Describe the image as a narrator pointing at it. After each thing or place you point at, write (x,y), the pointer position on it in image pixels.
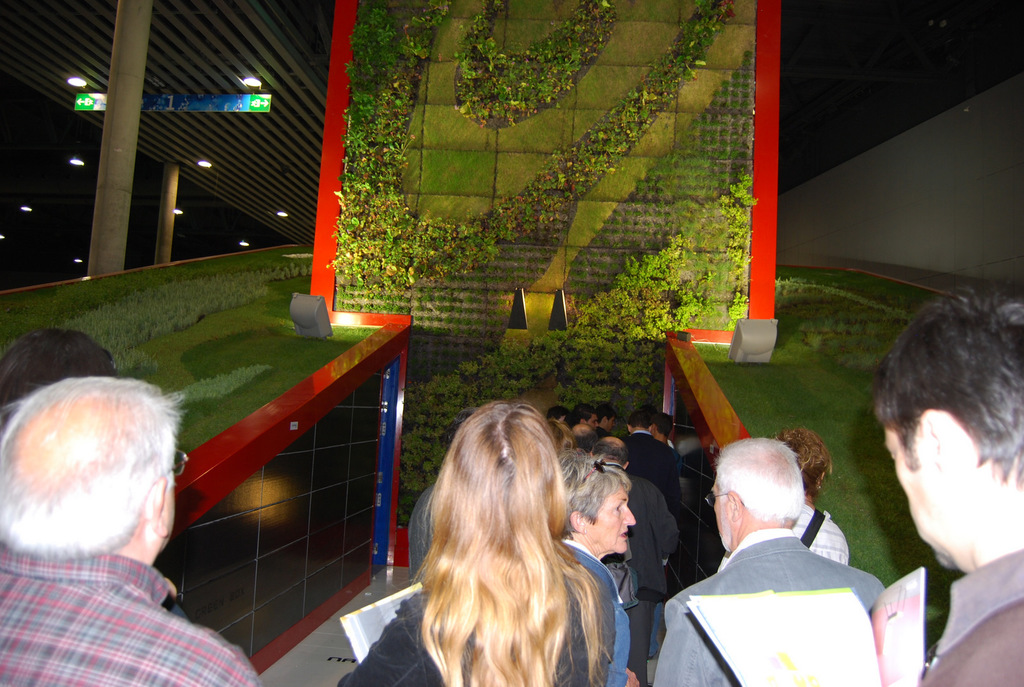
There are persons (535,619) in different color dresses (977,656), standing. Some of them are holding books (833,591). In the background (846,345), there are plants (837,319) and grass (270,358) on the ground (270,358), there are plants (502,60) and grass (745,39) on the wall (441,244) which is having a red color frame (334,28), there are lights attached to the roof (262,192) and there are pillars (100,215).
